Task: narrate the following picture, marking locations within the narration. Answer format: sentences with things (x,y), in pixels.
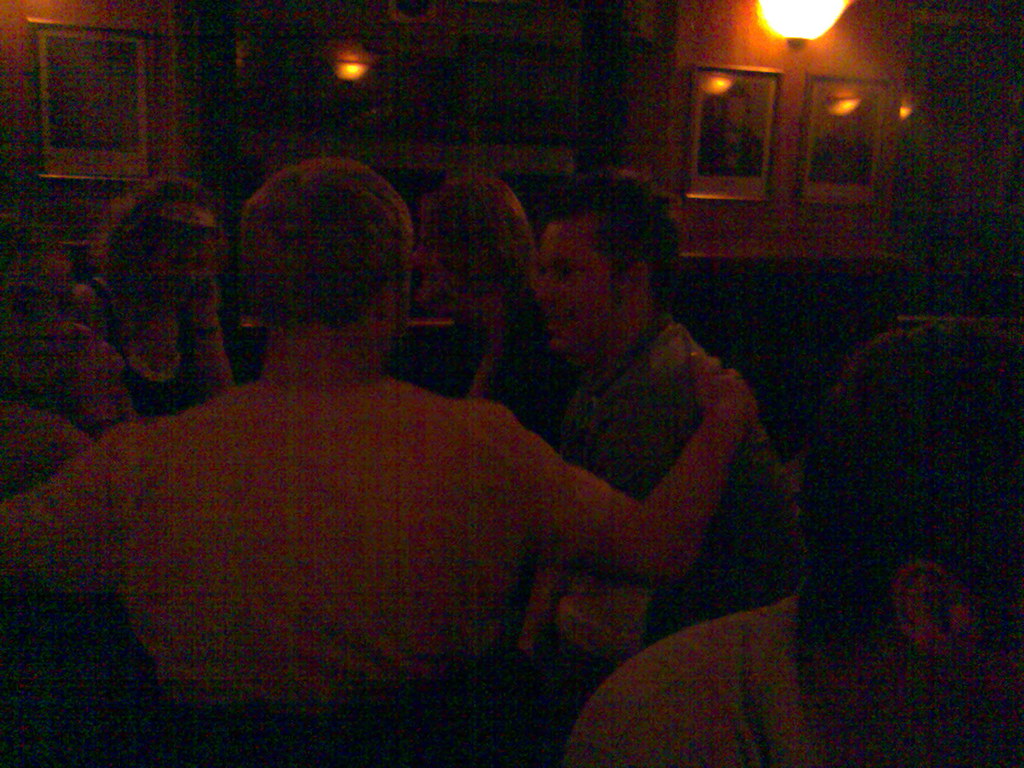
In this image there are some people (603,352) who are sitting and in the background (745,159) there are some photo frames (697,140) on the wall (971,202), at the top (776,14) there is light (799,19).
